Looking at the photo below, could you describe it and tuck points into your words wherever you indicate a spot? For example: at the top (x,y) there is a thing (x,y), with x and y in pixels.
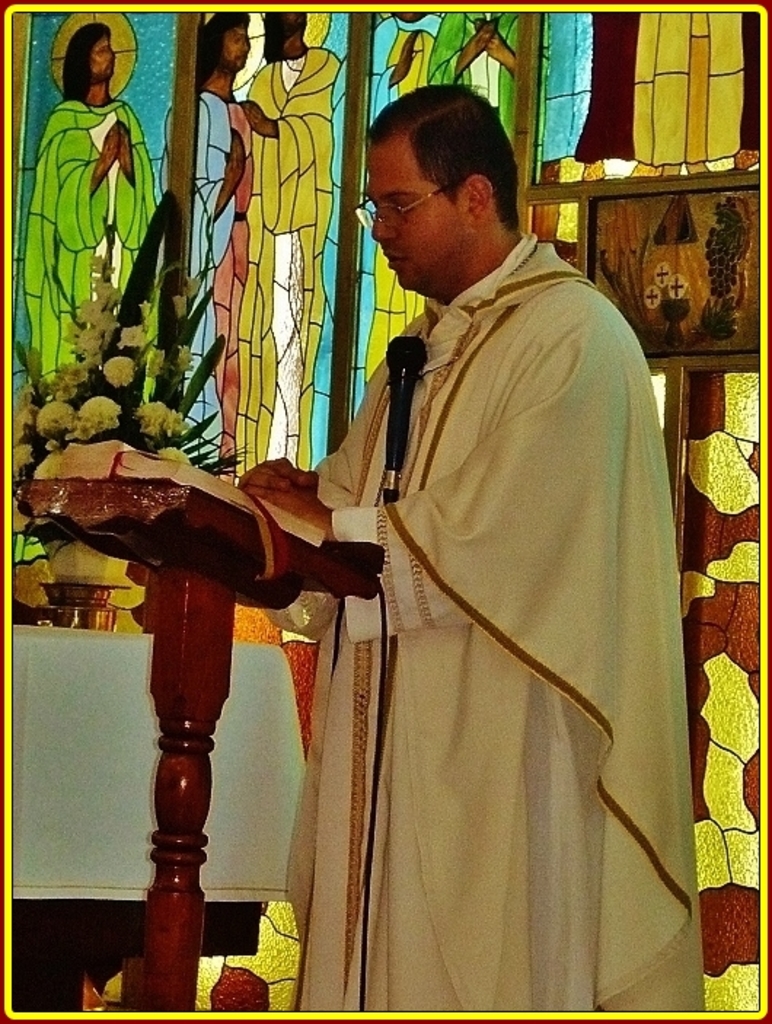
This picture shows a man (537,336) standing at a podium (177,501) and we see a book (144,463) on the podium (185,495) and speaking with the help of a microphone (385,467) and he wore spectacles (427,198) on his face (404,191) and a flower vase (123,433) on the side and we see a designer glasses (609,107) to the windows (727,433).
